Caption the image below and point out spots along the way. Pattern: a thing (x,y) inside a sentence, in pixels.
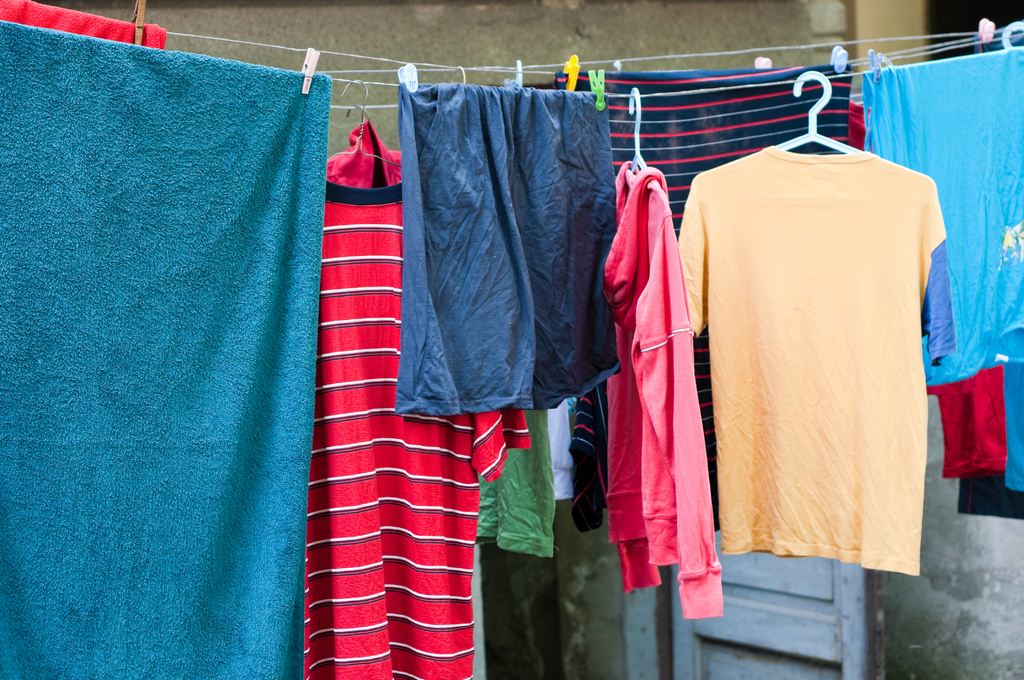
This image consists of many clothes (957,255) hanged to the threads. In the background (511,33), there is a wall (647,54). At the bottom right (767,628), there is a door (800,634) made up of wood (706,639). In the front (360,325), there is a t-shirt (407,451) in red color.
